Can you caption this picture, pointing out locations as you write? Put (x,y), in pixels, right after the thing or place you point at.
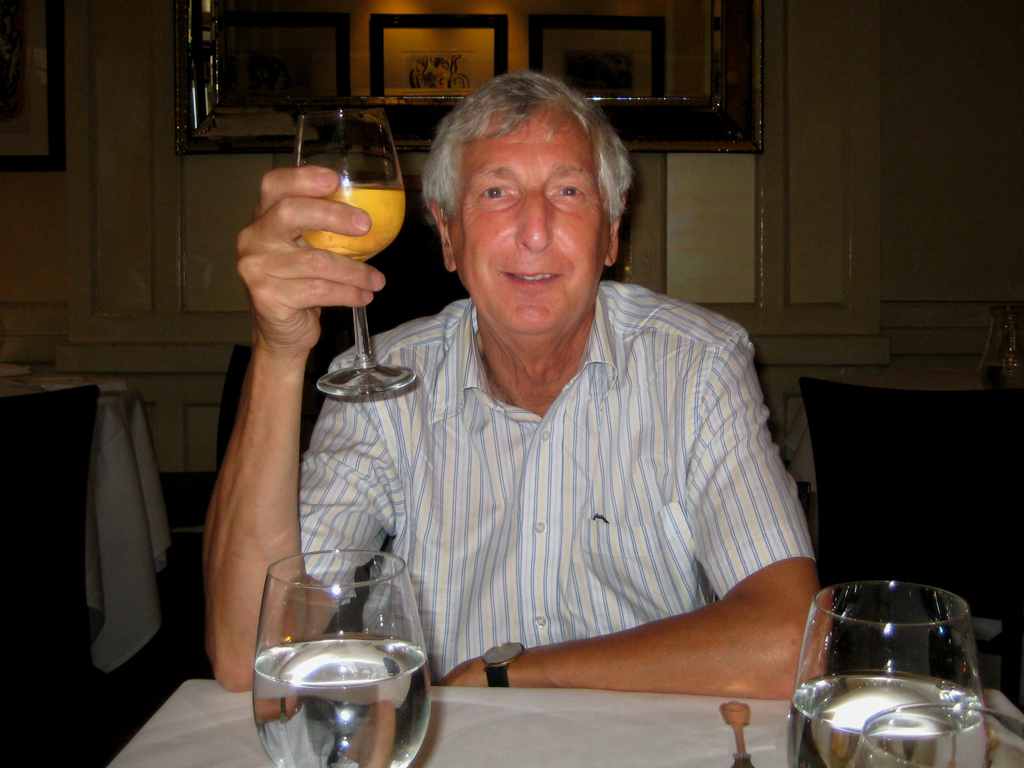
In this image we can see an old man (570,327) sitting on the chair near the table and holding a juice glass (336,197) in his hands (333,297). Also we can see a water glass (375,684) on the table (471,737). In the background (867,97) we can see a wall (834,232).
